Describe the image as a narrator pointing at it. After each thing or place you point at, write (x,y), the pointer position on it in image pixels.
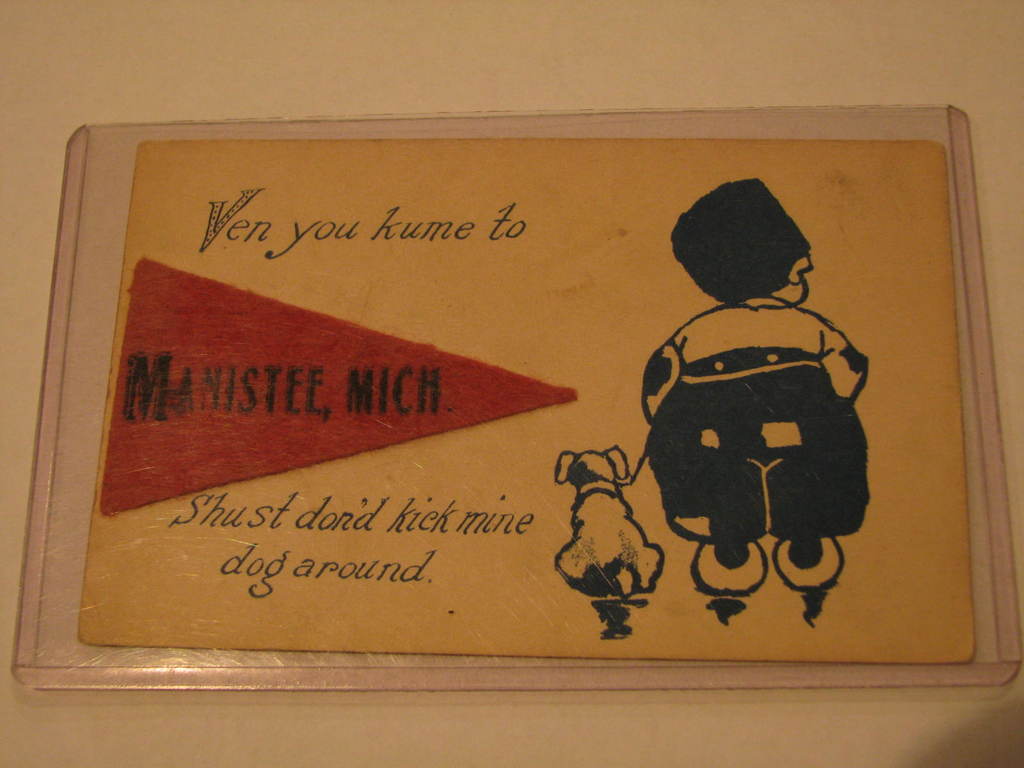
In this image I can see the board (139,403) attached to the cream color wall (389,738). On the board (305,603) I can see the painting (700,418) of person (682,413), an animal (573,549) and something is written on it.
